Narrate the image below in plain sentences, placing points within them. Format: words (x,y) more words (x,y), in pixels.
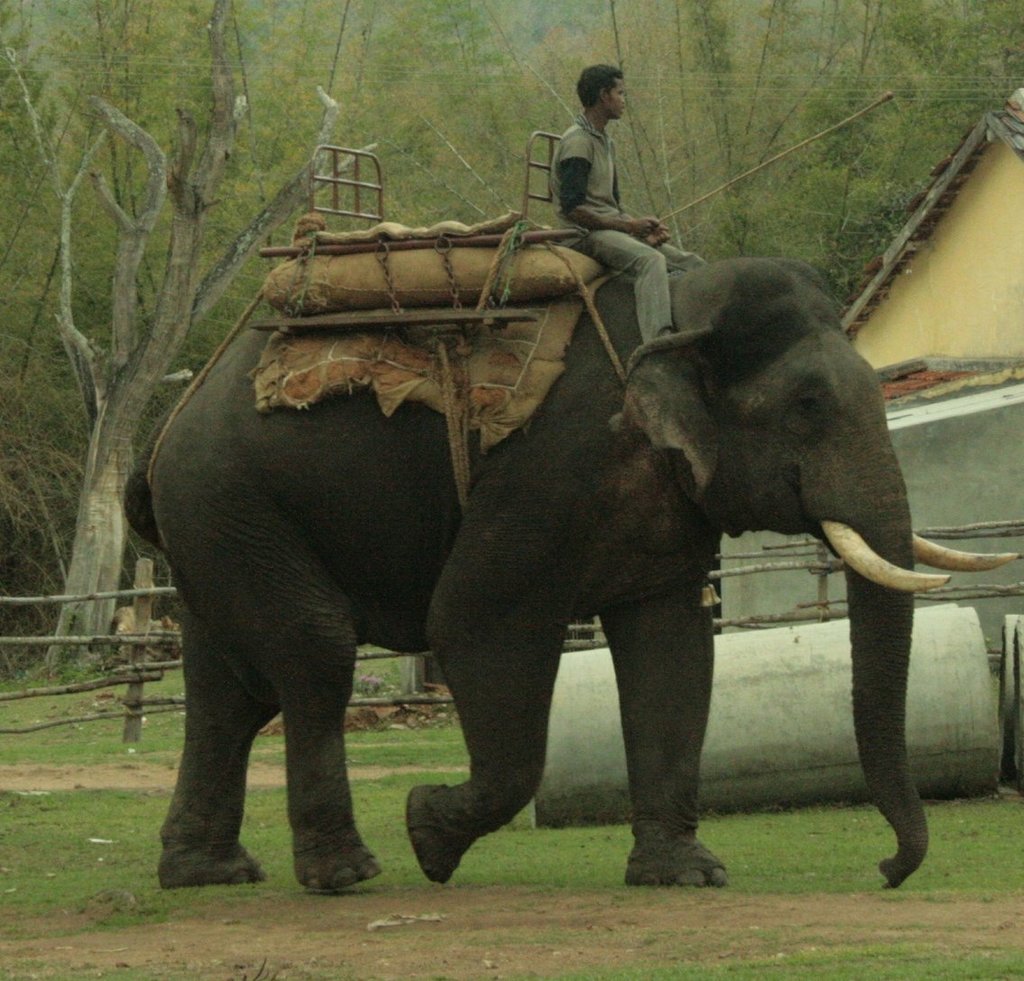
In this picture we can see elephant (633,495) and on elephant (544,509) we have man (602,156) holding stick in his hand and at back of him there is a floor (445,234) to sit and in the background (299,84) we can see trees (181,184), fence (87,642), grass (89,692), house (939,336) here are pipes (827,765).
